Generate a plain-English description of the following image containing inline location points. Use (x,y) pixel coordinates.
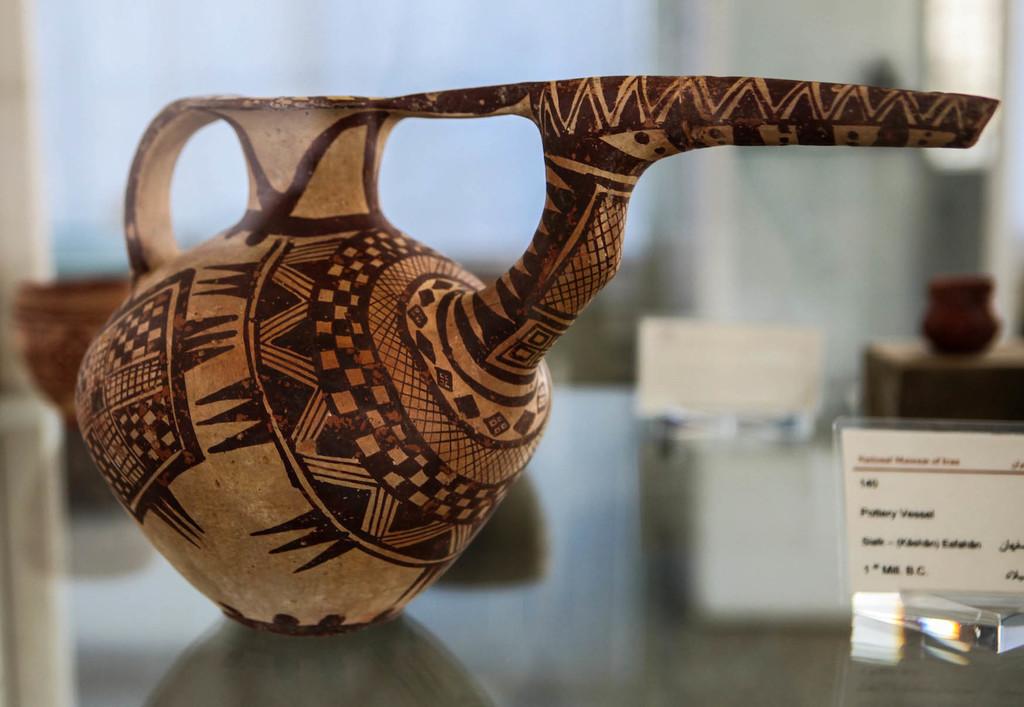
In this picture I can observe an earthenware (391,241) placed on the table (526,647). On the right side (891,492) there is white color card (901,505). I can observe some text (941,539) on the card (909,529). The background (745,255) is blurred.
